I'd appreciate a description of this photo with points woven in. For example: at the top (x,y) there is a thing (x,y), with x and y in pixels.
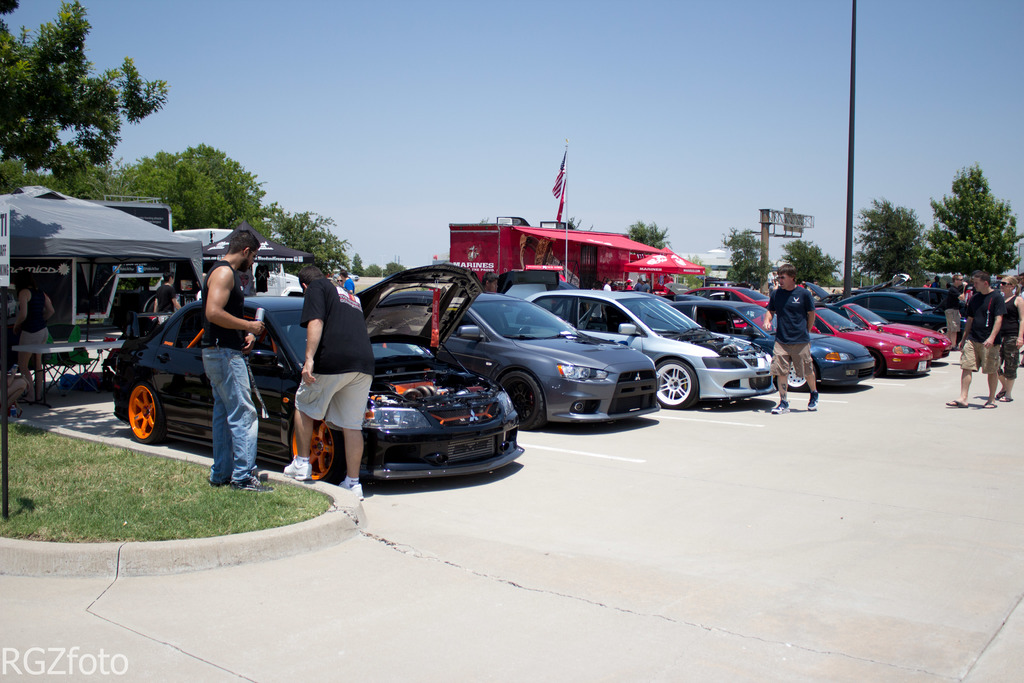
In this picture we can see few vehicles (477,329) and group of people (312,280), in the background (204,255) we can see few tents (160,231), trees (236,217), poles (848,236), houses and a flag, on the left side of the image (119,333) we can find few things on the table (80,349).
